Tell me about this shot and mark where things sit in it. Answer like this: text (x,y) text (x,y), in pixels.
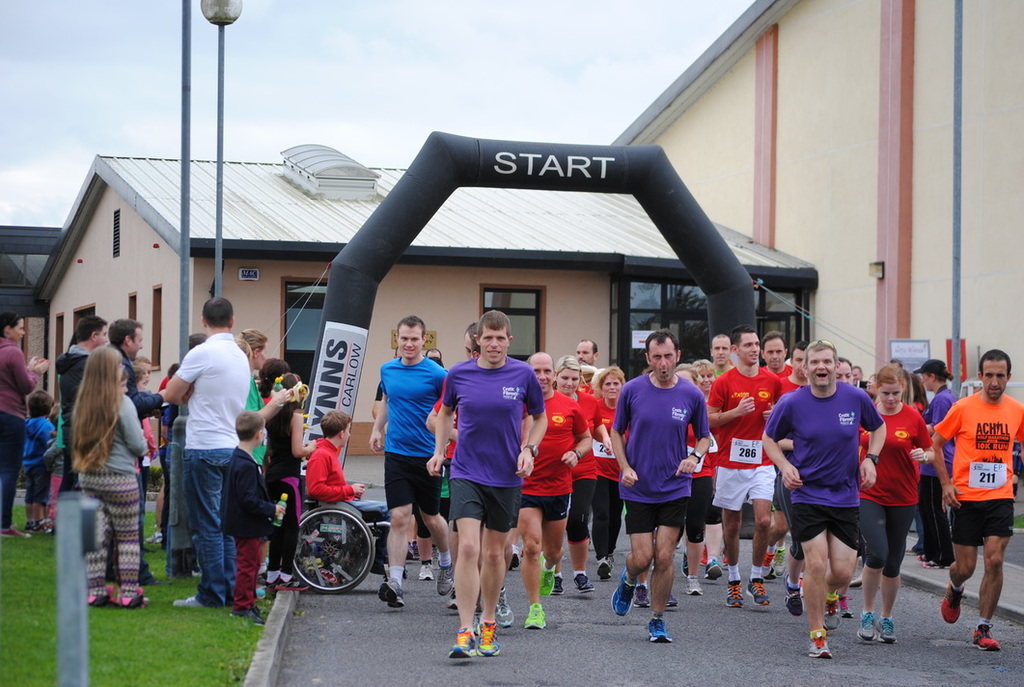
In this image we can see a group of people (690,447) running on the ground (722,601). One person (339,474) is wearing a red t shirt (344,494) is sitting in a wheel chair (354,572). In the background (797,299), we can see a group of poles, building (559,313) with windows (689,302) and the sky (378,112).
